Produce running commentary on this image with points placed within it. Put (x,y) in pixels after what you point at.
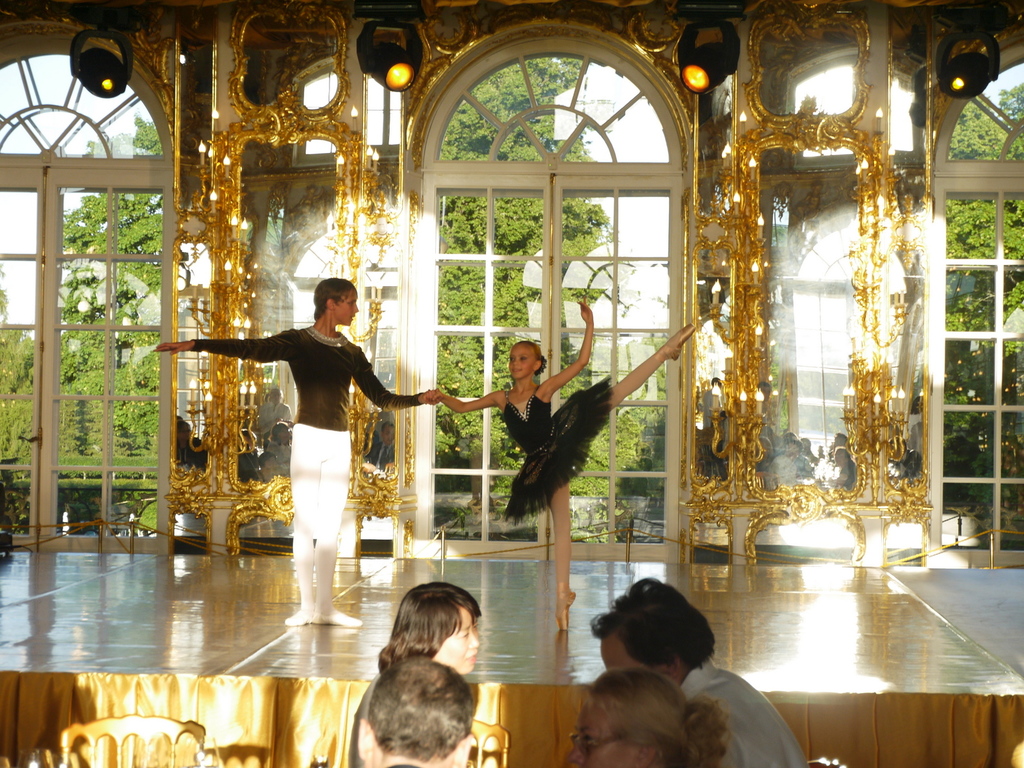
In this image we can see two persons (340,382) are dancing on the floor (524,582). In the background (15,549) we can see glass doors (986,90), lights (211,444), and objects (752,414). Through the glasses (618,371) we can see trees (536,131), plants (144,450), and sky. At the bottom of the image (736,704) we can see people (400,714) and chairs (89,720).
